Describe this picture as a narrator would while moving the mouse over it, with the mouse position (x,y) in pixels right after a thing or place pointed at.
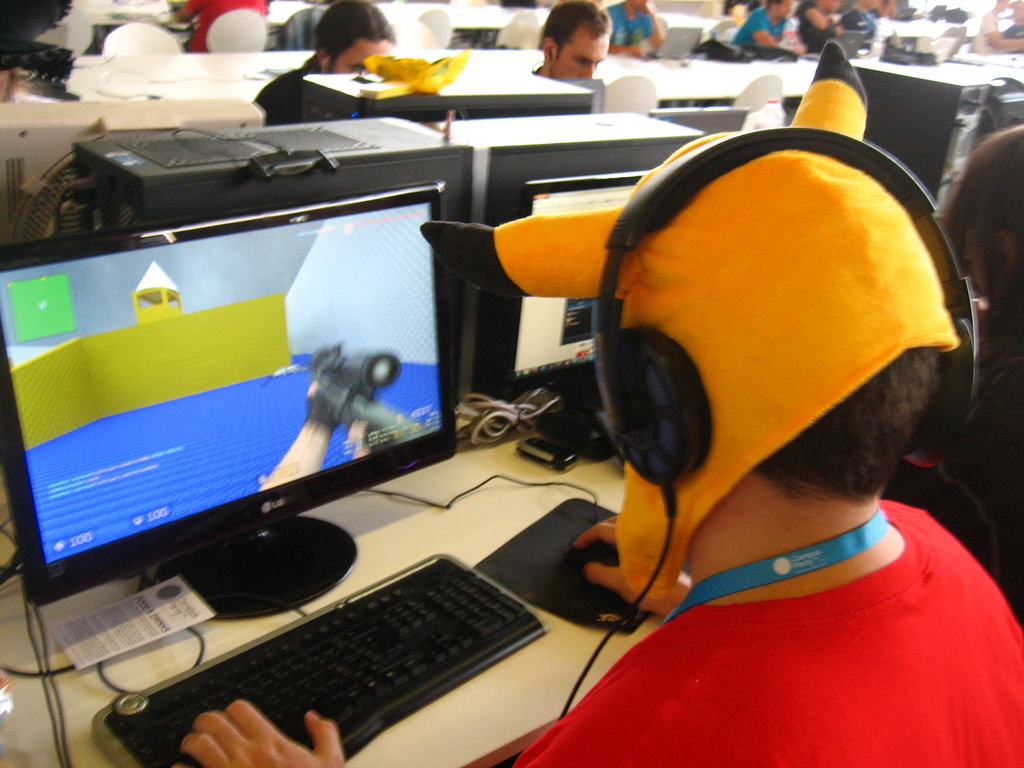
In this image I can see a person (547,735) sitting and working in front the system (336,454). Background (93,88) I can see few other persons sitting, chairs (758,104) and tables (707,90) in white color.
